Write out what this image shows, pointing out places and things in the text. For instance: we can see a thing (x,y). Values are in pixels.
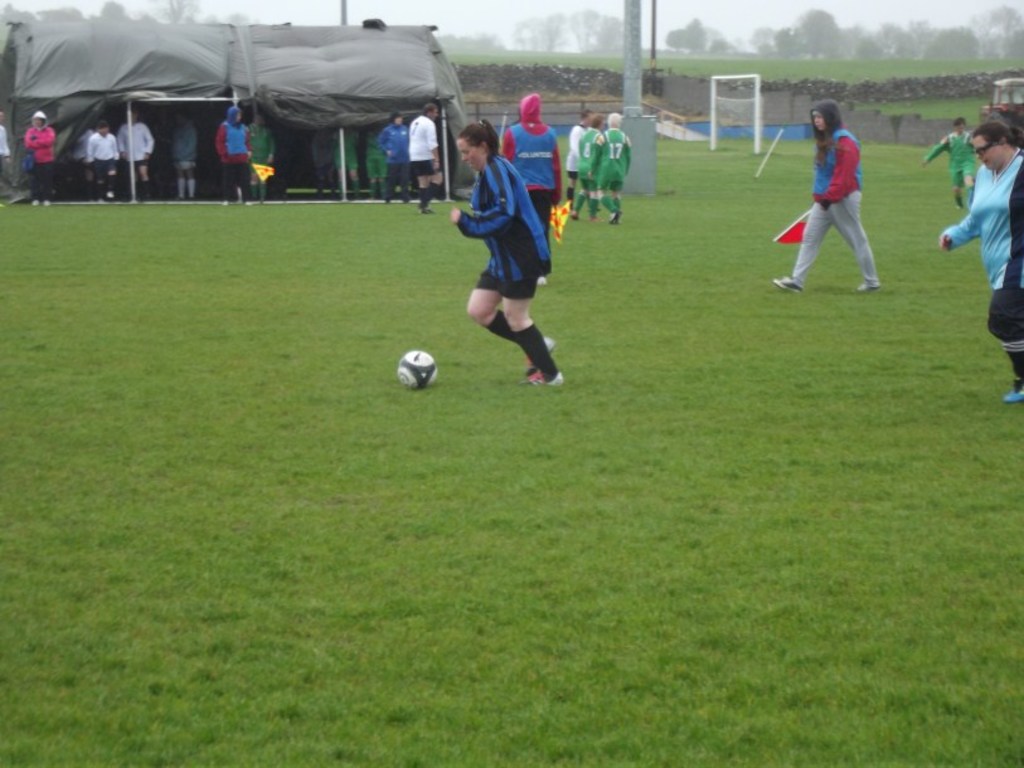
In this image I can see an open grass ground (502,442) and on it I can see few people (408,171) are standing. I can also see few of them are holding flags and here I can see a football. In the background (291,159) I can see a black color tent (248,99), number of trees (754,44) and a goal post (711,120).
